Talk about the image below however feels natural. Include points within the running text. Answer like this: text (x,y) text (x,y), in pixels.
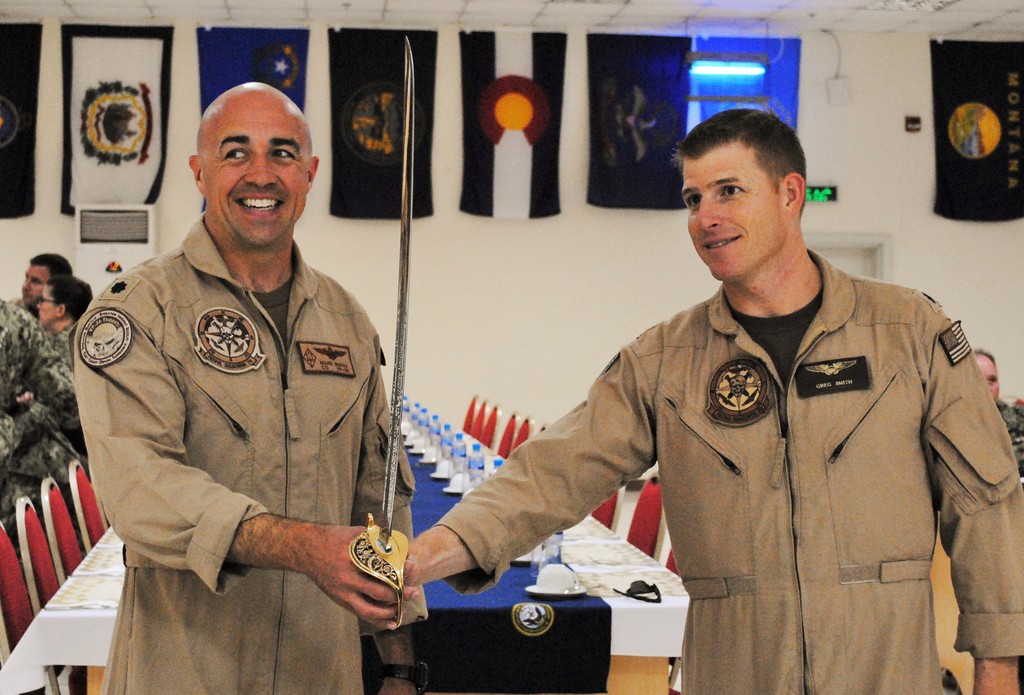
This image consists of two persons (407,493) wearing brown coats (818,531) are holding a sword (398,439). In the background (75,603), there is a table (609,656) covered with a white cloth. On which there are bottles (459,456) and plates (410,444) kept. In the background (642,271), there is a wall (844,233) on which, there are flags (426,160). On the left (35,420), there are three persons (59,369).
